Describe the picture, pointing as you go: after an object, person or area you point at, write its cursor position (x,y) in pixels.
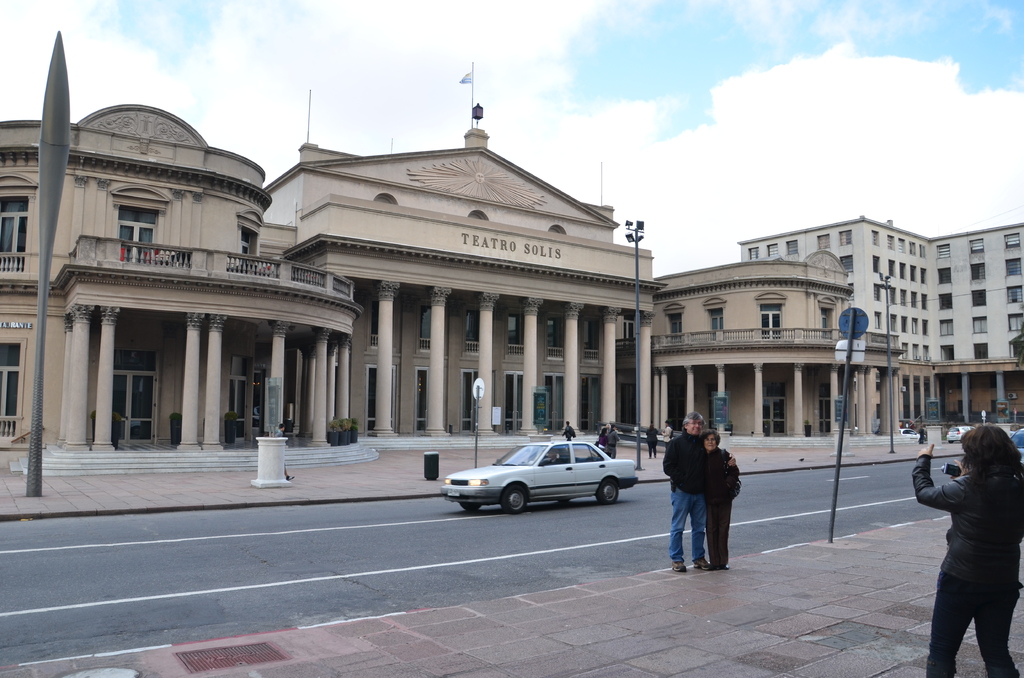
In this picture i could see some architectural buildings (499,334) in the background (539,362) and in the foreground (676,462) there are some persons (688,500) giving pose to the picture and there is a beautiful sky (700,104) and the car (559,483) driving on the road (472,513).
